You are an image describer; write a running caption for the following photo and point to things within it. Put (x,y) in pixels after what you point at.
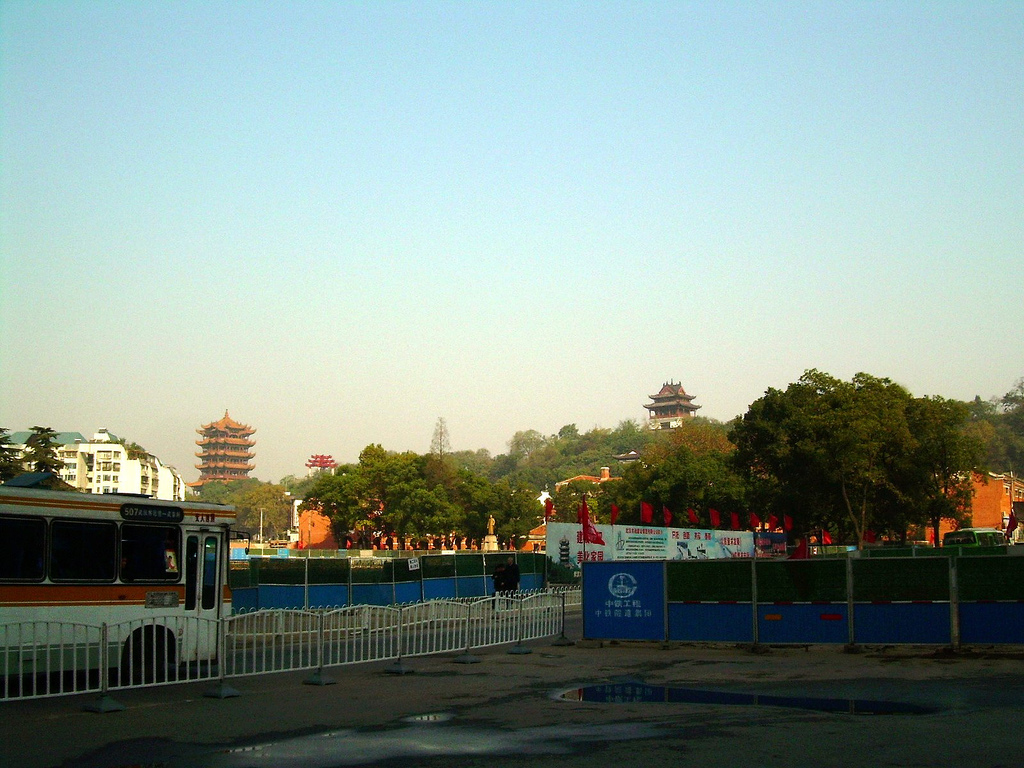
In this image we can see a bus (153,583), railing (333,608), some flags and a banner (747,546). In the background (243,457) there are some trees (564,509), buildings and a sky (604,303).
